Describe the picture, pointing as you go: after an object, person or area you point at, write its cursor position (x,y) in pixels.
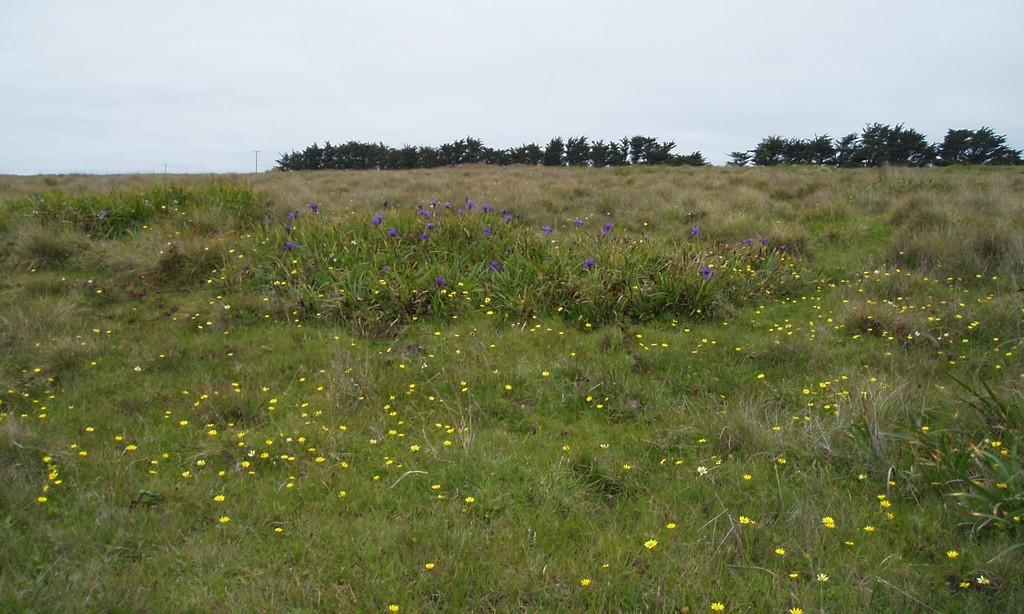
In this image I see the grass (535,258) and I see the flowers (468,203) which are of yellow and purple in color. In the background (898,88) I see the trees (379,150) and the sky (675,142).
